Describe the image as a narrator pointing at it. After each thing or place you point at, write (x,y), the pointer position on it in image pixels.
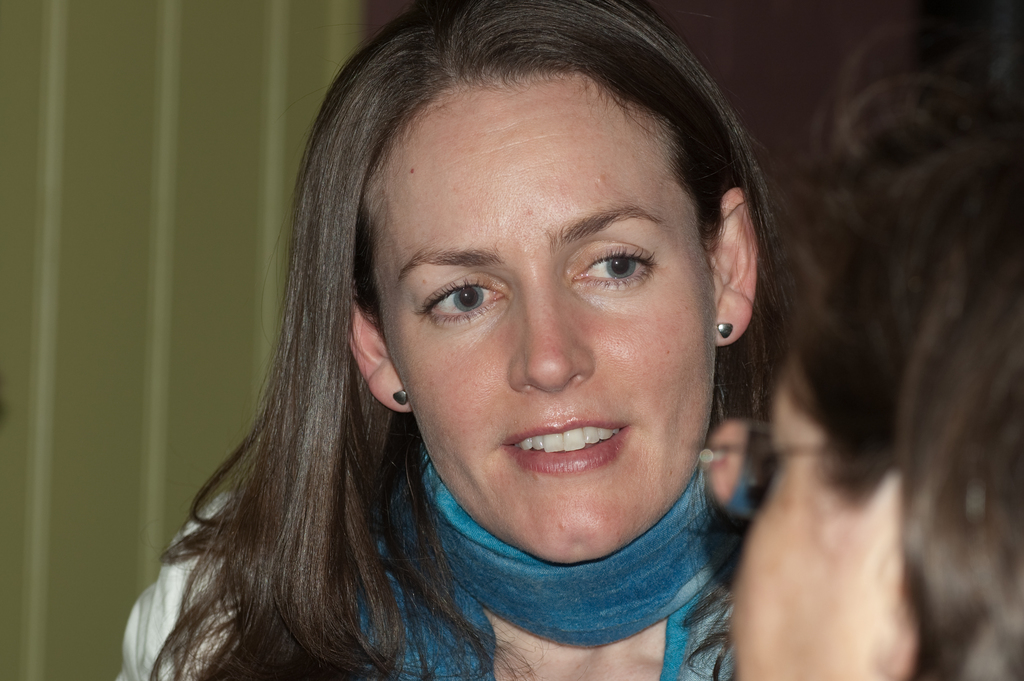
In this image we can see two persons (676,487), among them one person (787,485) is wearing the spectacles (803,453) and in the background (259,106) we can see the wall (274,113).
